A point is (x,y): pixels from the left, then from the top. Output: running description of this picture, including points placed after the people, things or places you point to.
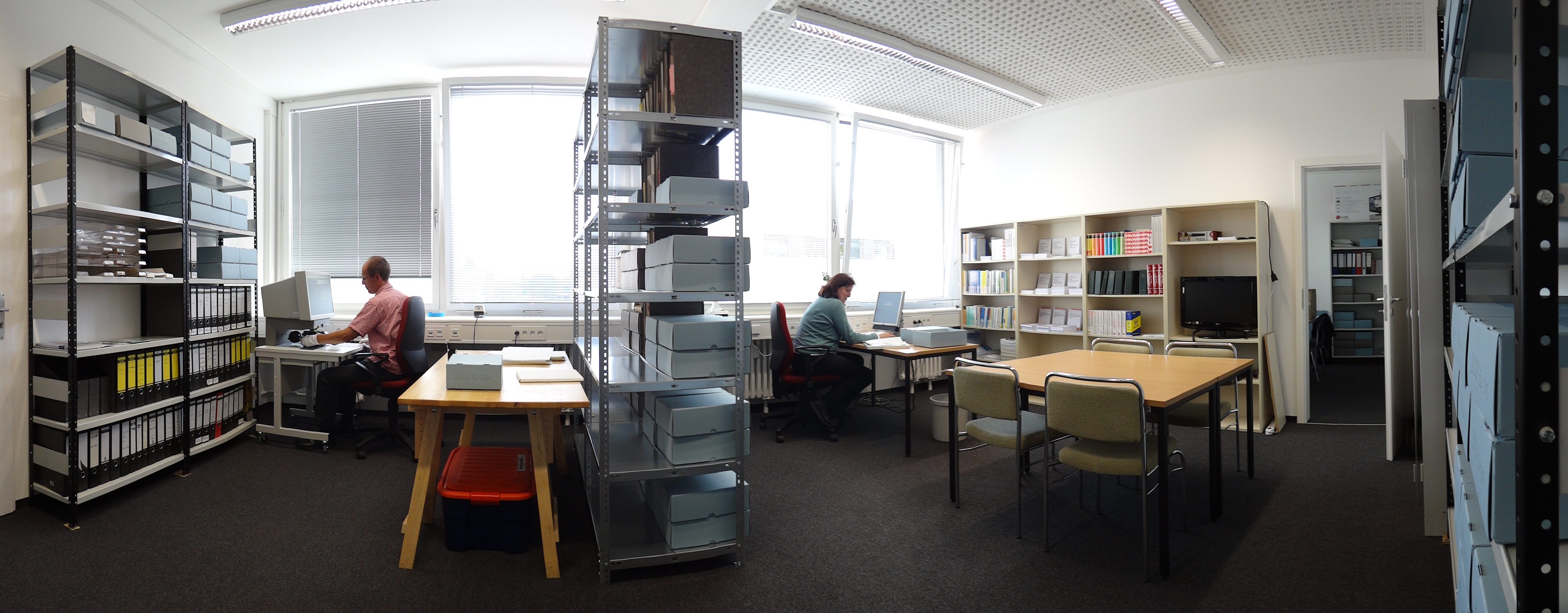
In this image there is one person (357,369) sitting at left side of this image (314,382) and one more (839,312) at right side of this image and there are some books racks (591,441), one in middle of this image (670,336) and left side of this image (182,320) and right side of this image (1089,318) as well and there are some tables (556,452) and chairs (1018,431) are at bottom of this image (1084,433).
